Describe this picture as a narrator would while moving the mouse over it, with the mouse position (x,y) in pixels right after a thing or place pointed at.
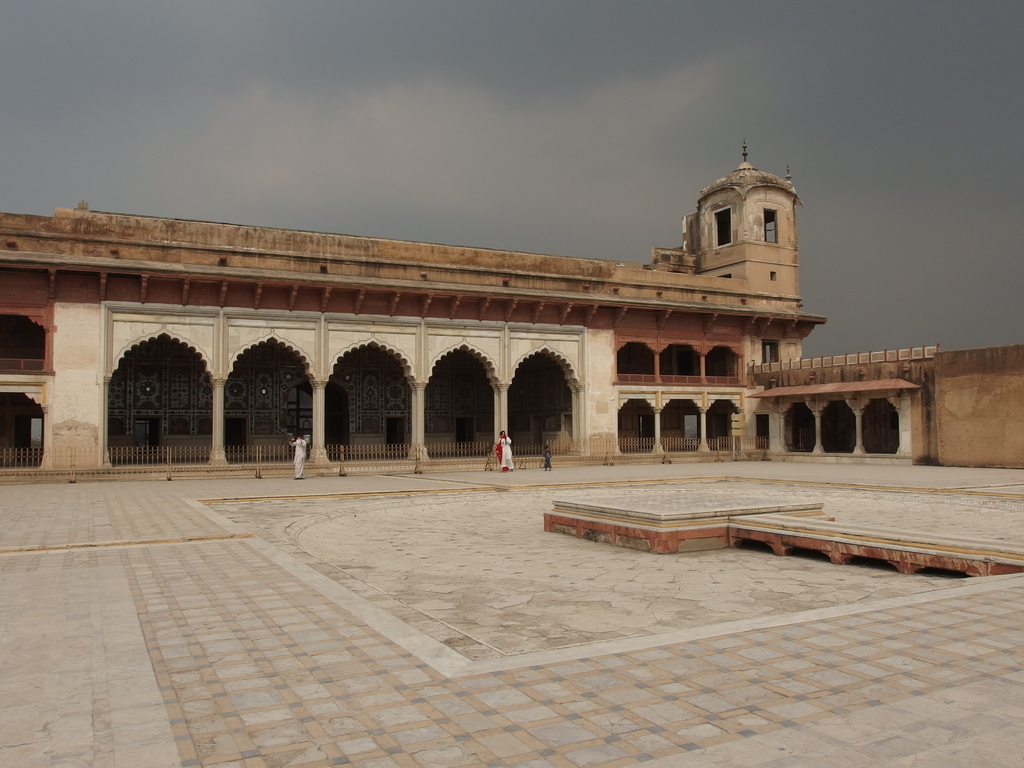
In this image, I can see a Lahore fort (287,471). There are three persons (499,457) standing. In the background (358,154), there is the sky (888,149).
